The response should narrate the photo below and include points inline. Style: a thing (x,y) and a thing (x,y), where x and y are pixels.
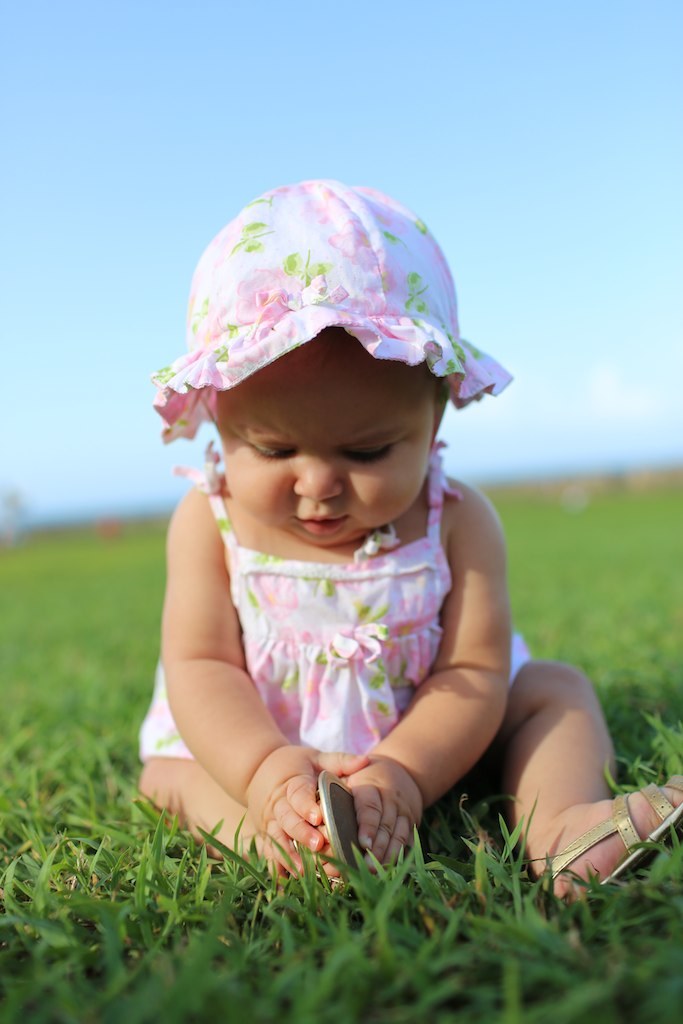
In this image we can see a kid (330,850) is sitting on the grass (276,915) on the ground (276,915) and holding an object (342,844) in the hands (294,804). In the background (38,208) we can see the sky (37,243).
